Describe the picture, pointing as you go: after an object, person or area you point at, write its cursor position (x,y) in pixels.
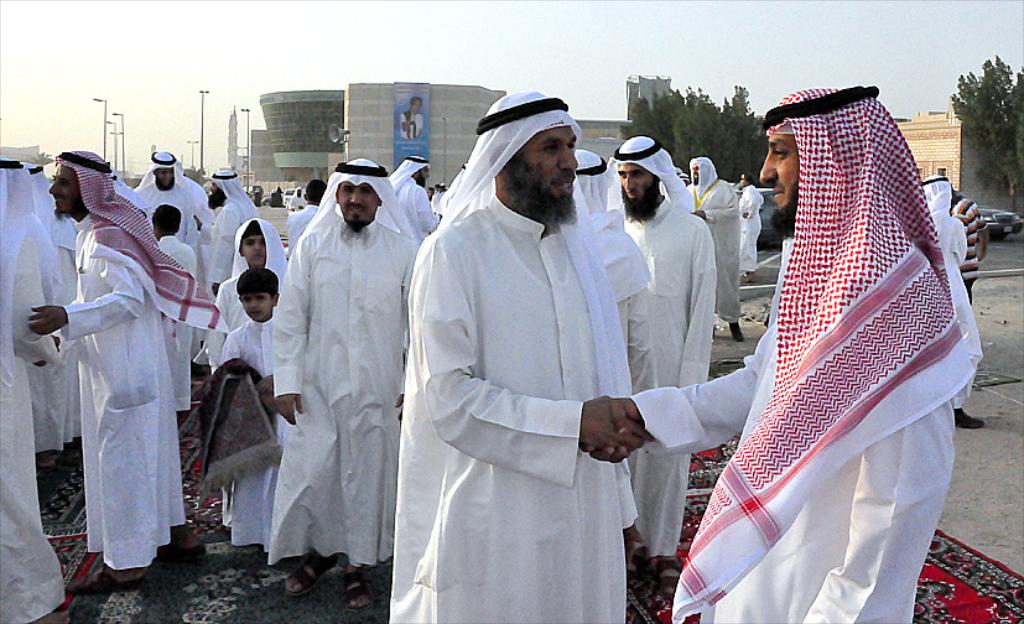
In this image, we can see a group of people (474,405) are wearing white dress (530,431). Here we can see two men (660,406) are shaking their hands (615,416). At the bottom (132,600), we can see mats (323,586). Background (106,144) we can see vehicles (1004,232), poles (114,160), trees (985,156), buildings (991,194) and sky (552,62).
